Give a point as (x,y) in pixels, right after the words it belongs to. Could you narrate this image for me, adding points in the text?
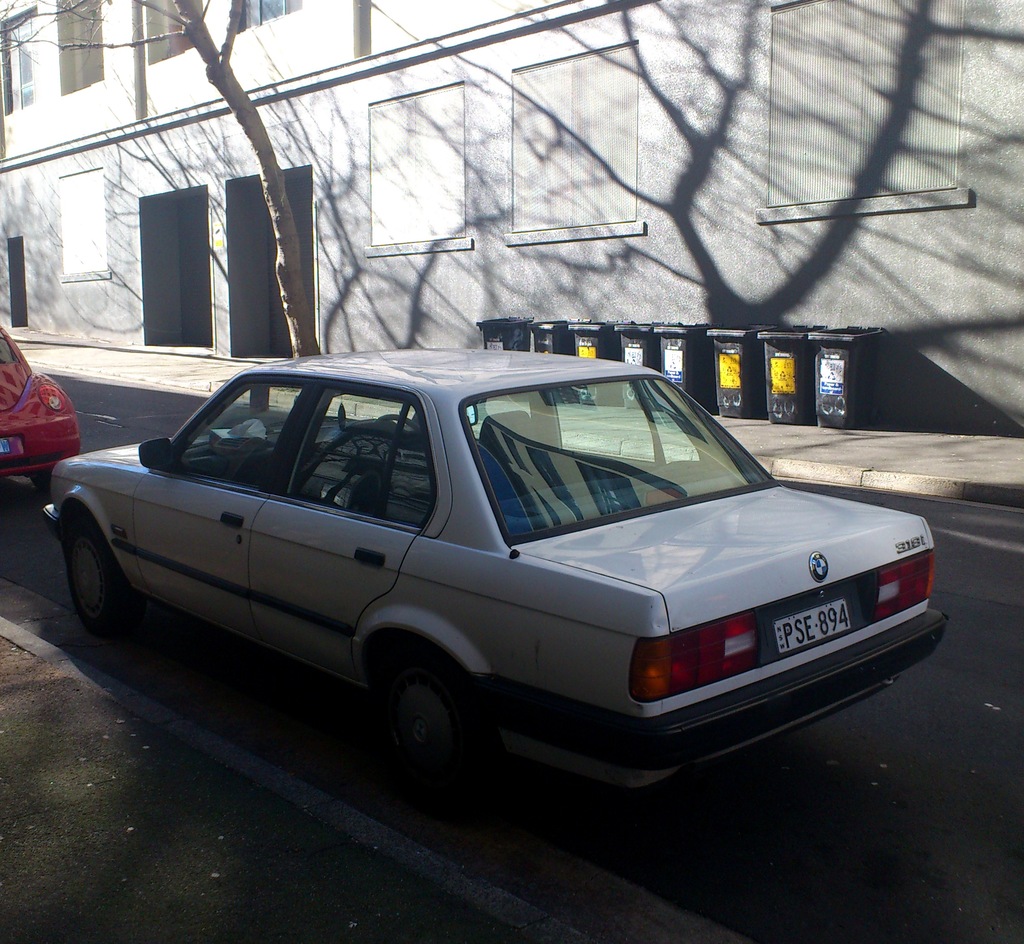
In the image we can see there are two vehicles (248,506) on the road (851,817). This is a road (840,812), garbage bin (829,370), building (521,191) and a tree (259,142). These are the lights (710,651) and this is a number plate (812,638) of the vehicle (770,630).
